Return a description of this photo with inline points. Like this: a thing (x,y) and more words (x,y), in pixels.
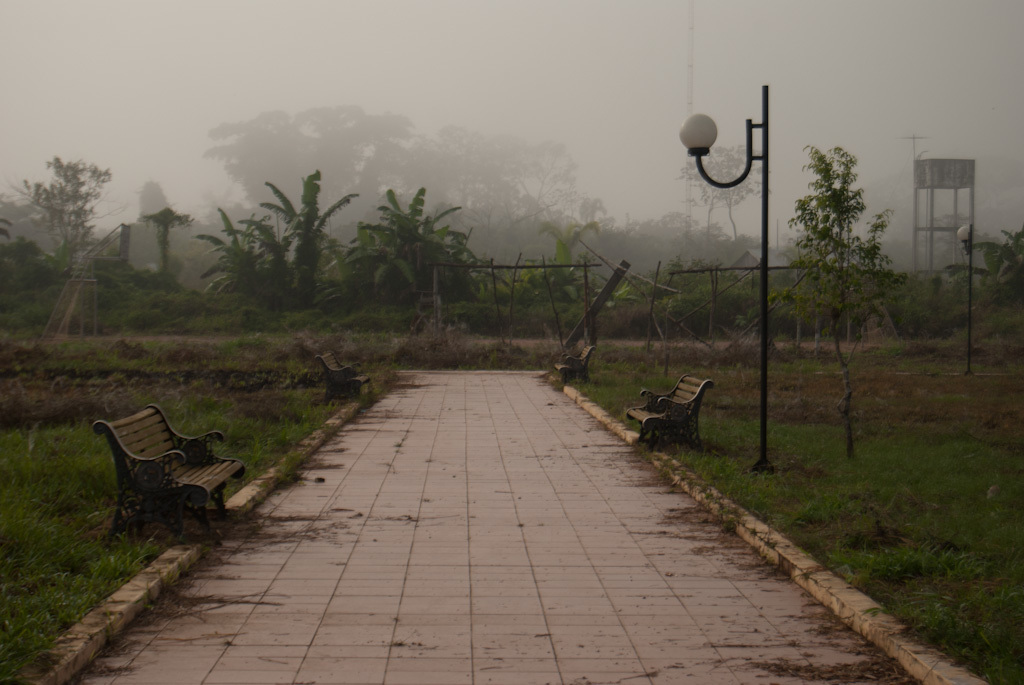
In this image we can see a pathway (516,532) and some benches (167,479) beside it. We can also see some grass (62,462), a street pole (692,119), a group of trees (448,305), fence (584,327) and the sky (556,104) which looks cloudy.
